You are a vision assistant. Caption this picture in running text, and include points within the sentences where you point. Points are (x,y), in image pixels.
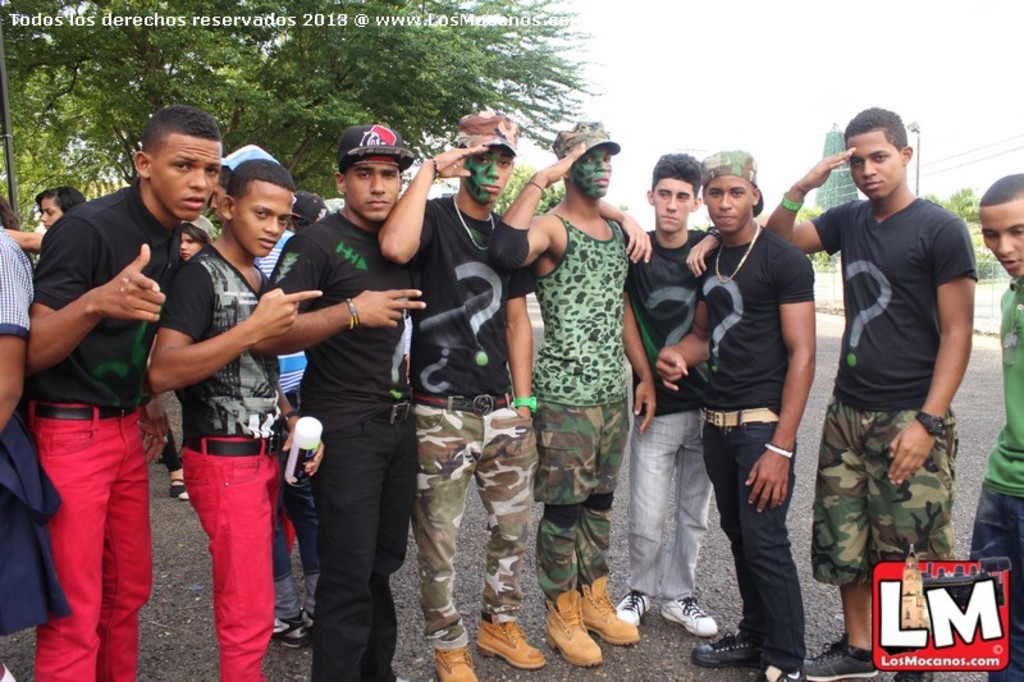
In this image, we can see a group of people (683,341) standing on the ground (163,551). We can also see a tree (274,86) and some poles (919,162).
